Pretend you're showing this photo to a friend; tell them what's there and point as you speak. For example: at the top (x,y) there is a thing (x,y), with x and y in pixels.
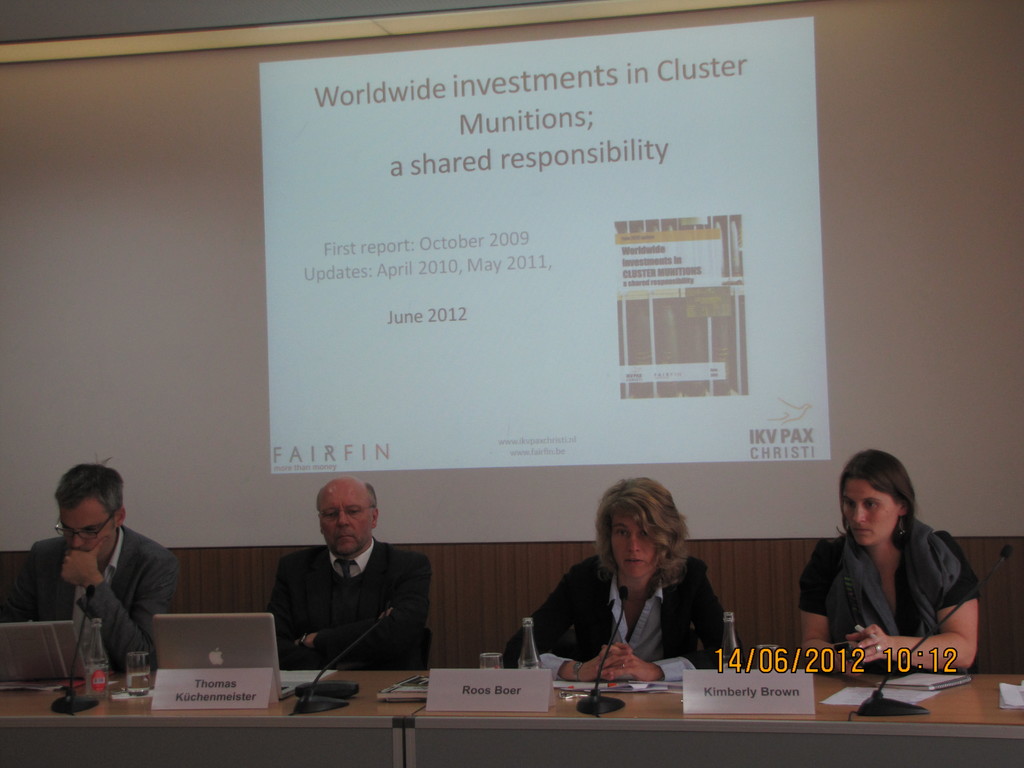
In this picture I can see four persons (565,590) sitting, there are papers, mike's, glasses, nameplates (788,682), bottles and laptops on the table (49,693), and in the background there is a screen (575,86) and there is a watermark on the image.
